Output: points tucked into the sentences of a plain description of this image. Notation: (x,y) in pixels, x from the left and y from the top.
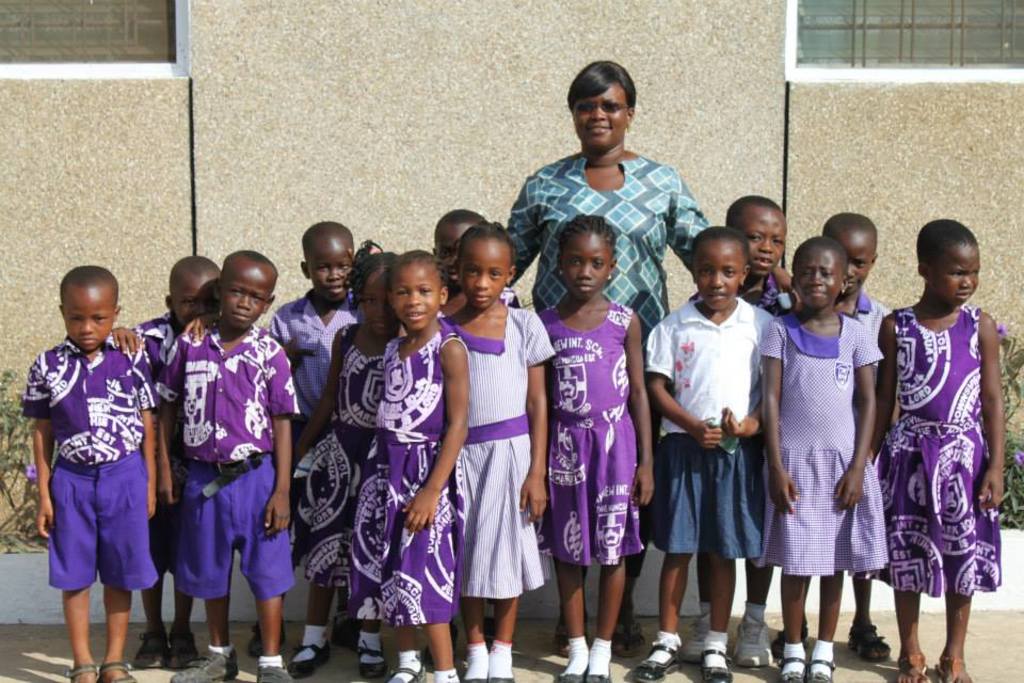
In this picture we can see group of people (666,416), they are standing, behind to them we can see wall (326,170), plants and few metal rods (923,25).
